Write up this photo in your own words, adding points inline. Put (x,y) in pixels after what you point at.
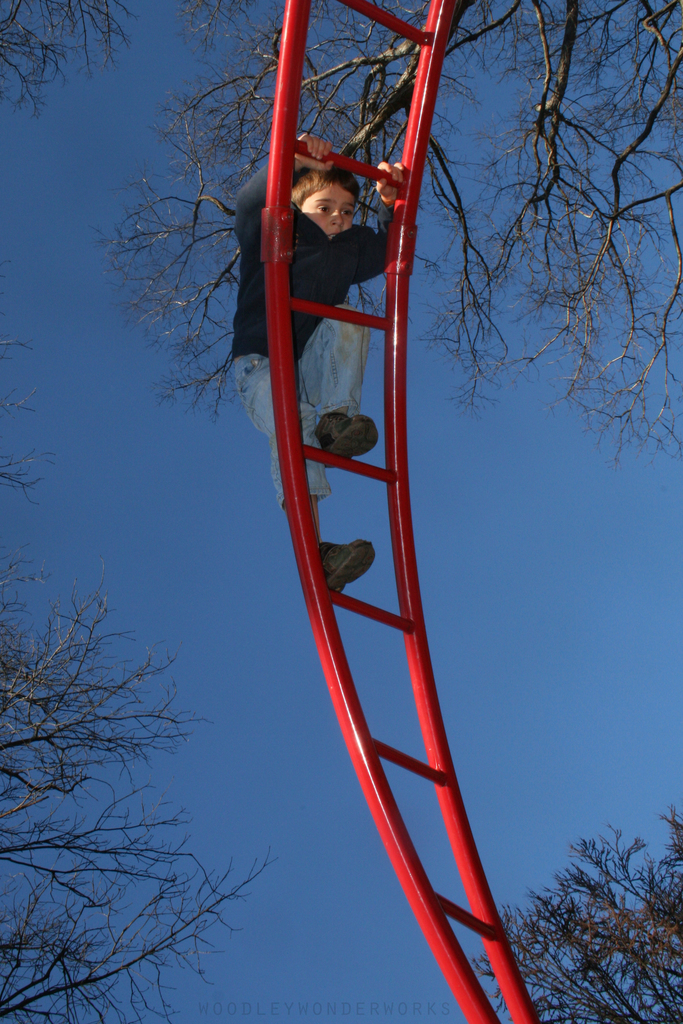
In this image there is a ladder (309,306). There is a boy (321,339) climbing the ladder (272,325). There are branches (623,951) of a tree (652,942). In the background (175,476) there is the sky (479,637).
